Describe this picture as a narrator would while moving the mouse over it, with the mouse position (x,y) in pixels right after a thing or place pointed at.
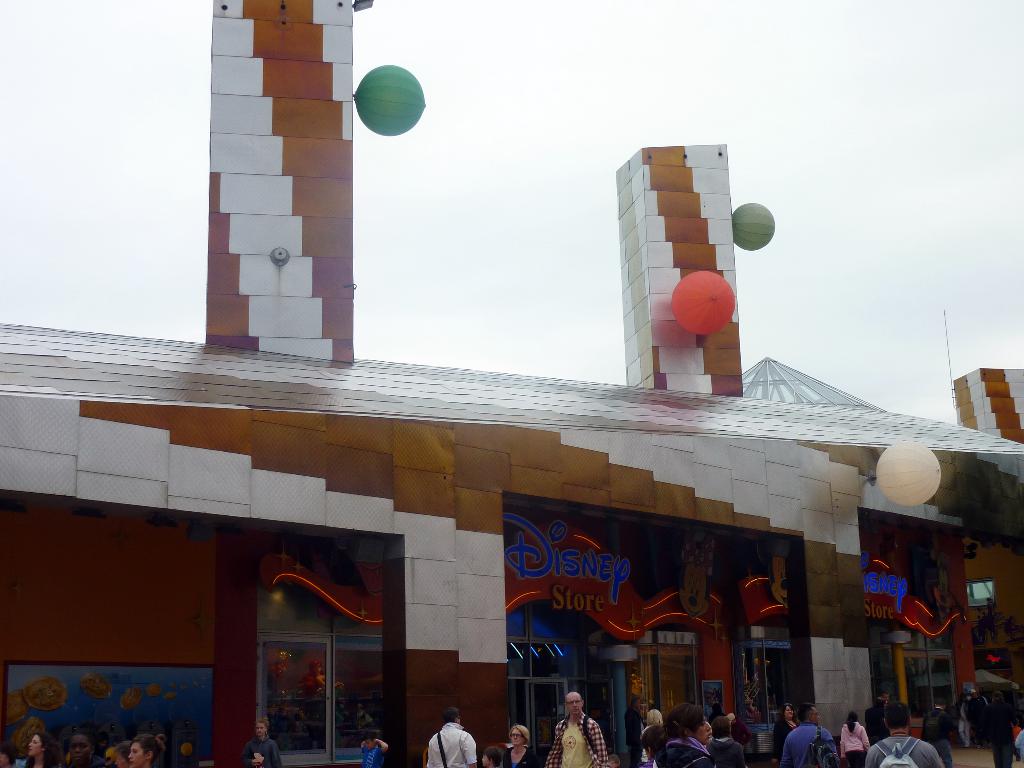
In this image I can see a building (351,465) which is brown and white in color, few balloons (732,298) which are red, green and cream in color and number of persons (796,711) standing. In the background (154,268) I can see the sky (81,186).
